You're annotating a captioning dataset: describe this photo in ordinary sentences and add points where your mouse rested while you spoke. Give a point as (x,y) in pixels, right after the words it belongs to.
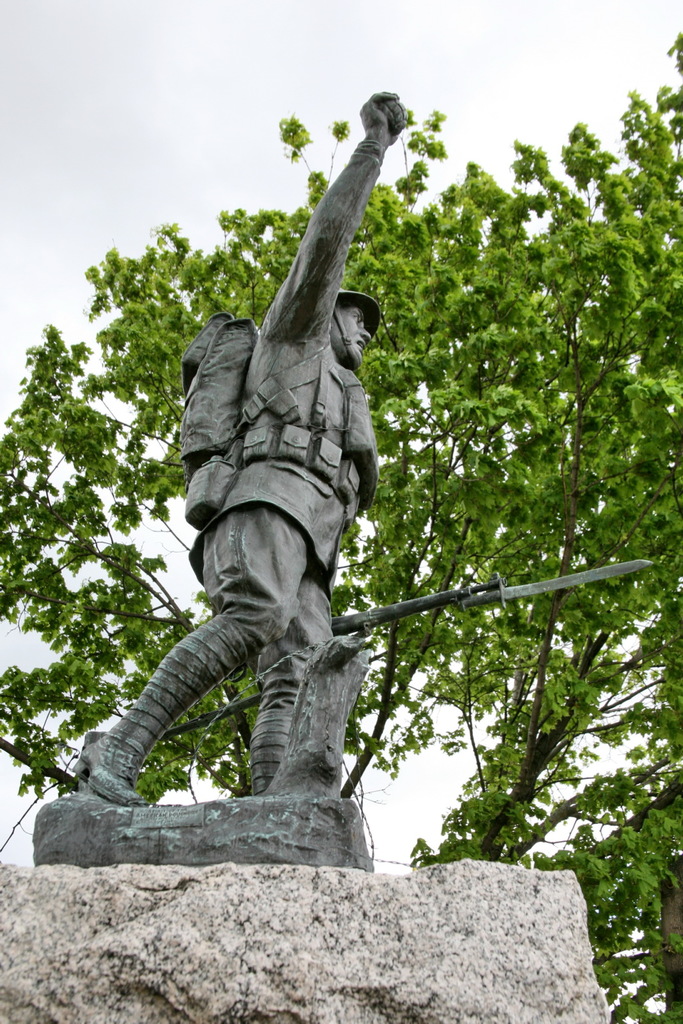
In this picture we can see a statue (334,677) on a rock (520,933) and in the background (479,247) we can see trees (489,334) and the sky (282,83).
